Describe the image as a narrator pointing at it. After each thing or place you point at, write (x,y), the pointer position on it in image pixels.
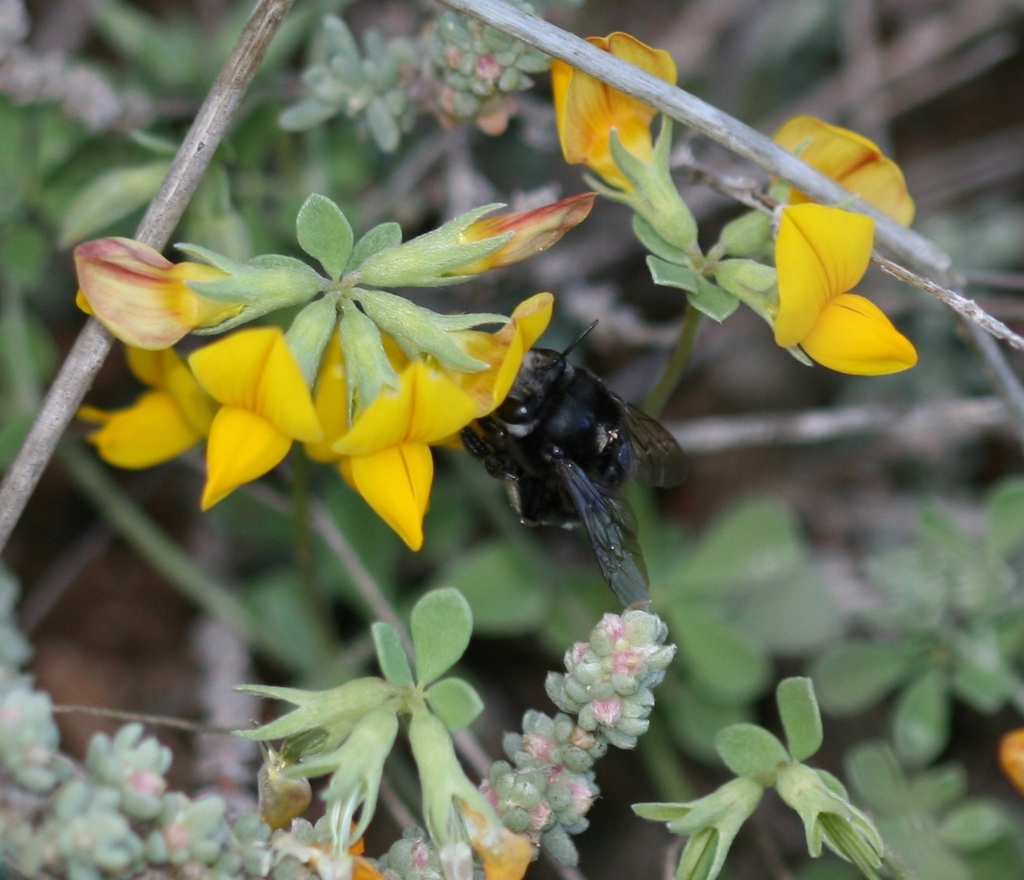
This picture shows few plants (498,320) with flowers (507,342) and we see a black color insect (670,466).
